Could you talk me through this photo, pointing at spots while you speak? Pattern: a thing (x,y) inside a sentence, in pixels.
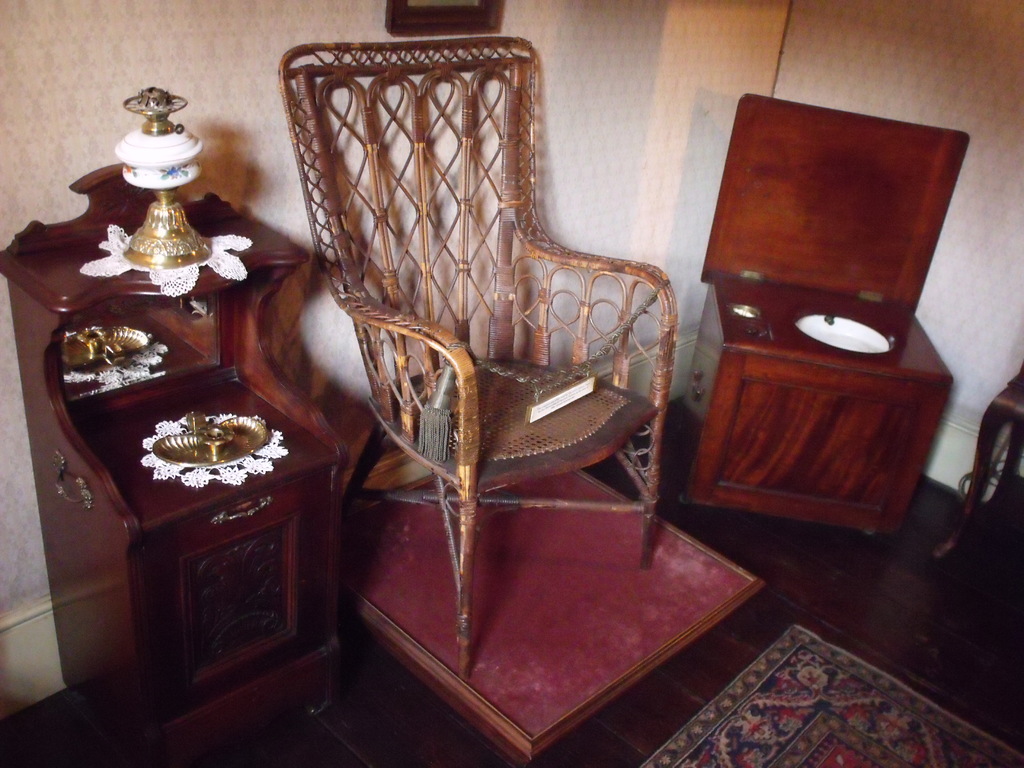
In the center of the image (359,289) we can see chair (499,323). On the right side of the image (838,417) we can see table (828,356). On the left side of the image (239,441) we can see some objects (185,446) placed on the table (211,501). In the background (578,4) there is wall (234,20). At the bottom (843,715) we can see mats (705,718).
